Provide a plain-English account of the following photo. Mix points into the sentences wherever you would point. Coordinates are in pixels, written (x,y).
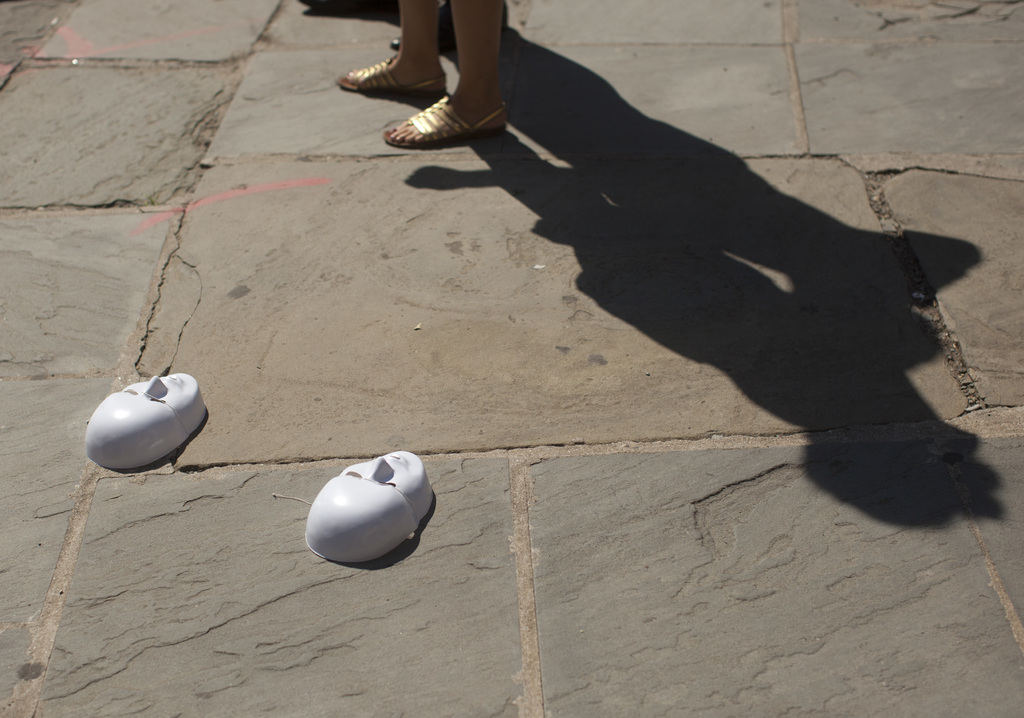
In this image I can see legs (468,80) of a person (476,66), I can see this person (363,92) is wearing golden colour sandals (369,79). I can also see two white colour face masks (183,443) and shadows (631,229).
